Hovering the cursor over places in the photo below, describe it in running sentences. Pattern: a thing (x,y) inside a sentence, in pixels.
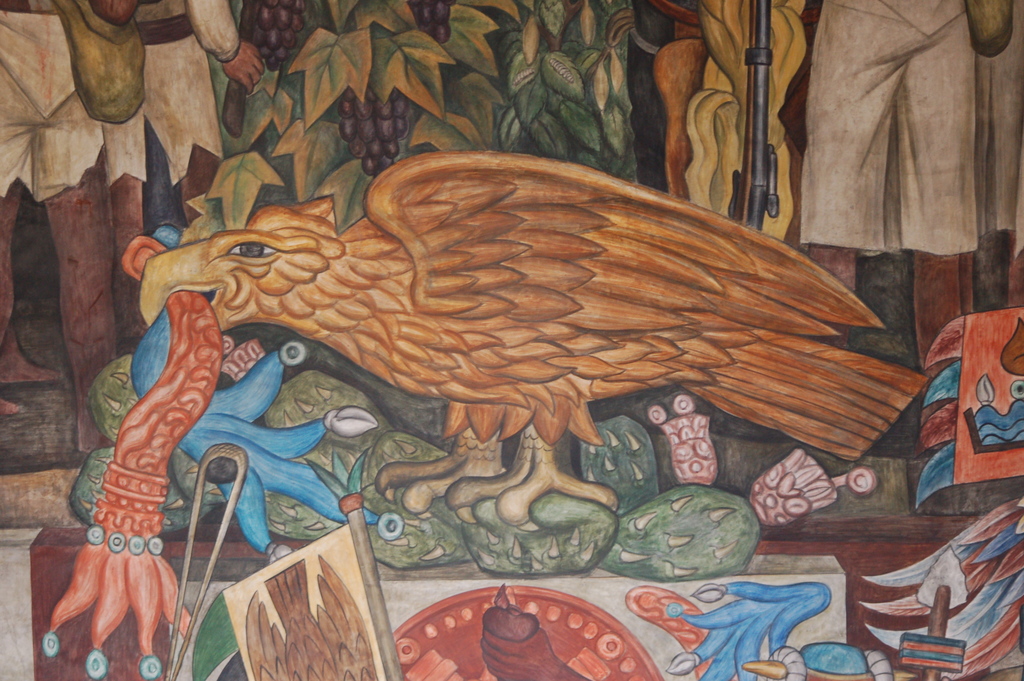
In this image we can see a drawing (475,293) of a bird (585,379) on the surface (537,544). On the left (118,148) and right side of the image (912,233) we can see a group of people (255,85) standing. At the top of the image (401,102) we can see some bunches of grapes (430,25) and some leaves (416,56). At the bottom of the image (542,632) we can see the hand (546,658) of a person (546,671) and a picture (346,642) of a bird (346,623) on a flag (346,657).
